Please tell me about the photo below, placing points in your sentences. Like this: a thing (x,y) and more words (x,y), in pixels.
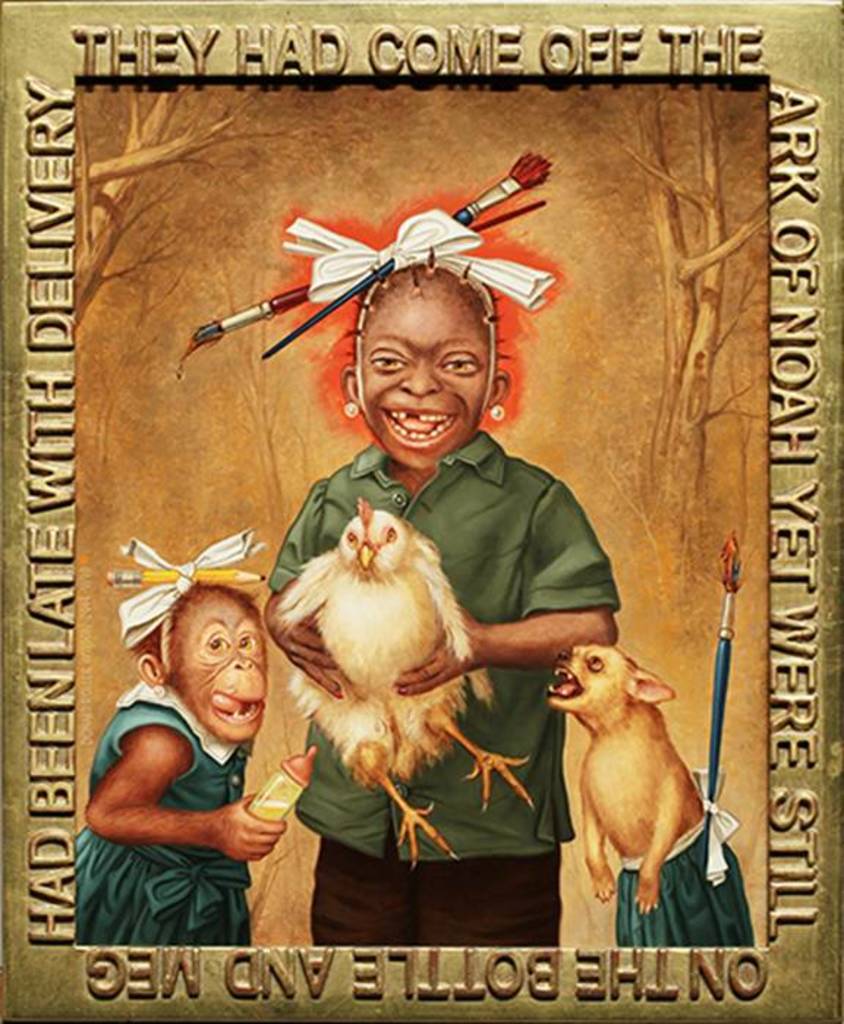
In this picture there is a poster (478,334). In this image there are pictures (482,579) of animals (633,833) with costume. At the top (372,44) and at the bottom (239,977) there is text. On the left (51,702) and on the right side of the image (780,458) there is text (51,702). At the back (675,410) there are trees (670,422).
